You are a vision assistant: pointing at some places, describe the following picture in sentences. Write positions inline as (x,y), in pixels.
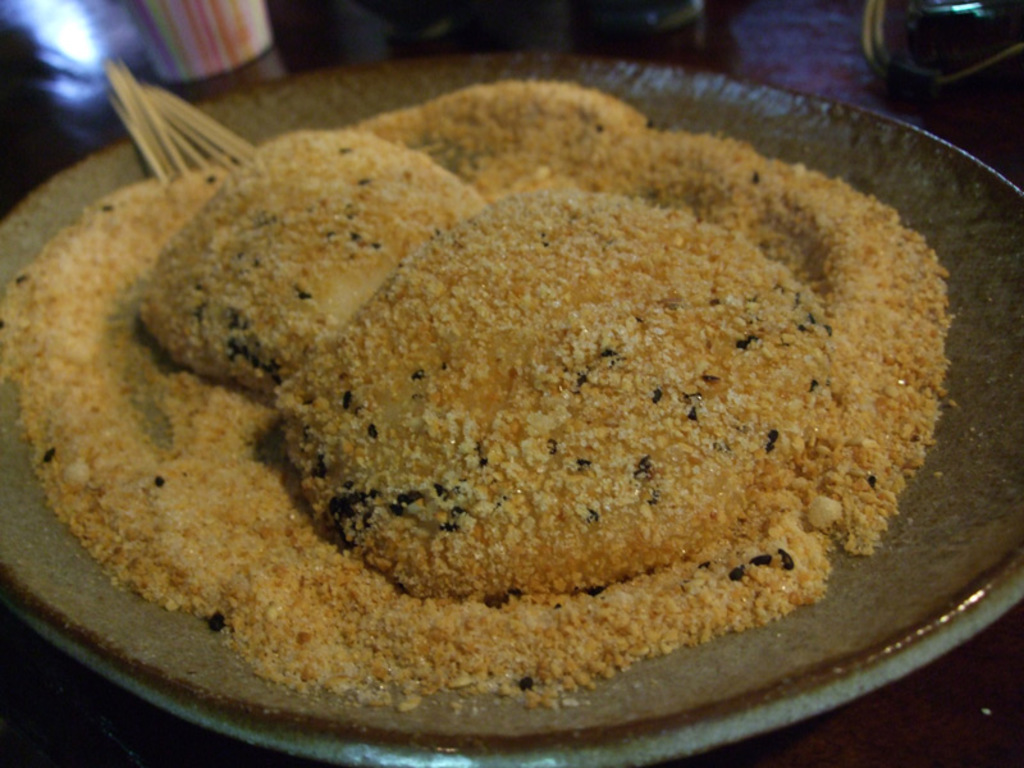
In this image we can see there is a food item (458,485) placed on a plate (399,81), behind the plate (339,80) there are few objects (240,53).
